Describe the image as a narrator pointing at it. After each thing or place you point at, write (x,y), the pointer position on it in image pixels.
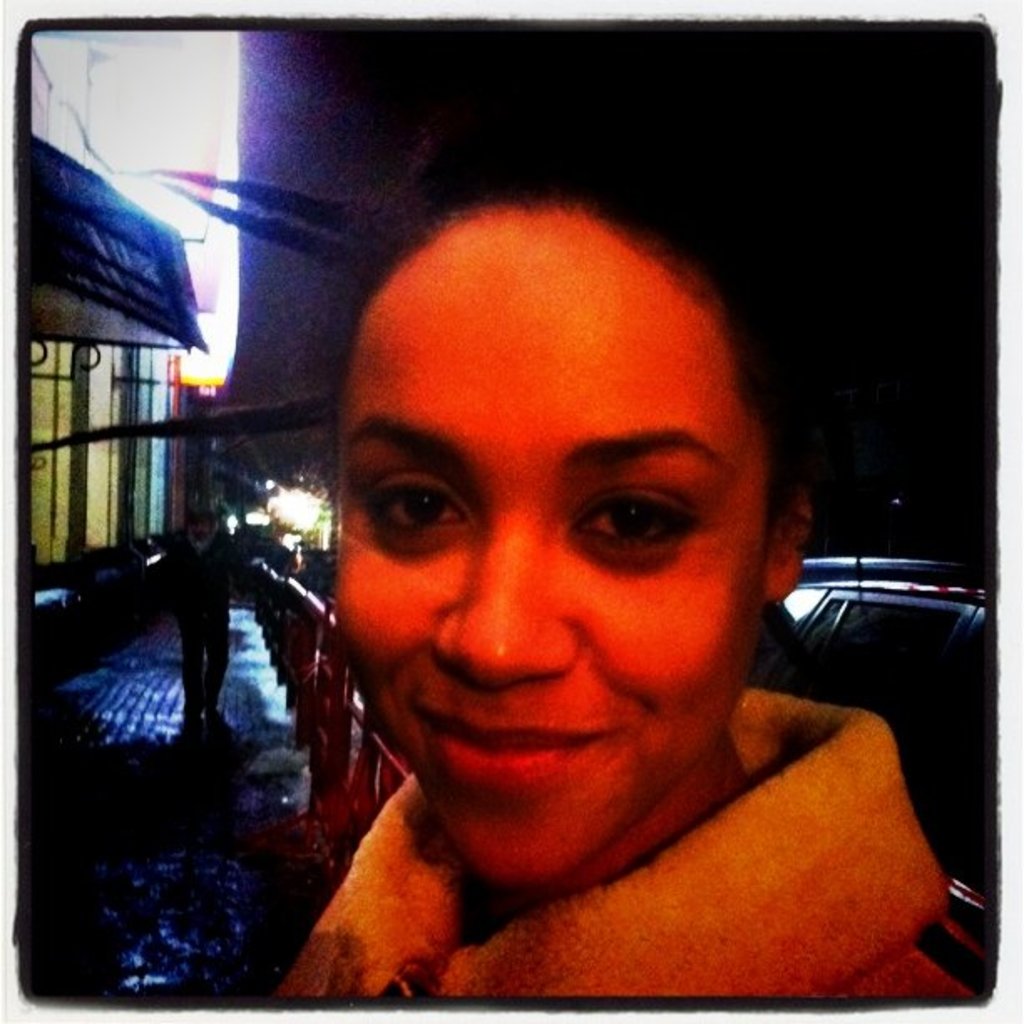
In this image, we can see a person (625,630) wearing clothes (518,927). There is an another person (200,552) on the left side of the image (203,558) walking on footpath (174,656).
